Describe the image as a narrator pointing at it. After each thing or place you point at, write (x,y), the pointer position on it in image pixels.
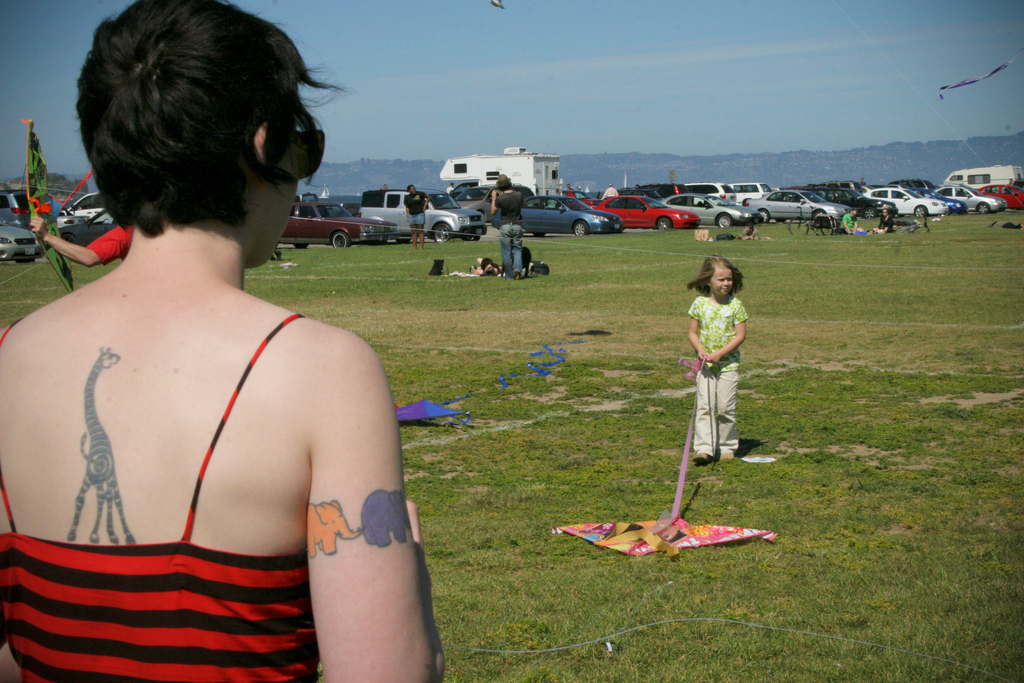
This image is clicked outside. There are cars (10,211) in the middle (424,236). There is sky (428,31) at the top (533,40). There are some people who are flying kites (954,82). There are some people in the middle (417,248), who are standing on grass (435,353).
